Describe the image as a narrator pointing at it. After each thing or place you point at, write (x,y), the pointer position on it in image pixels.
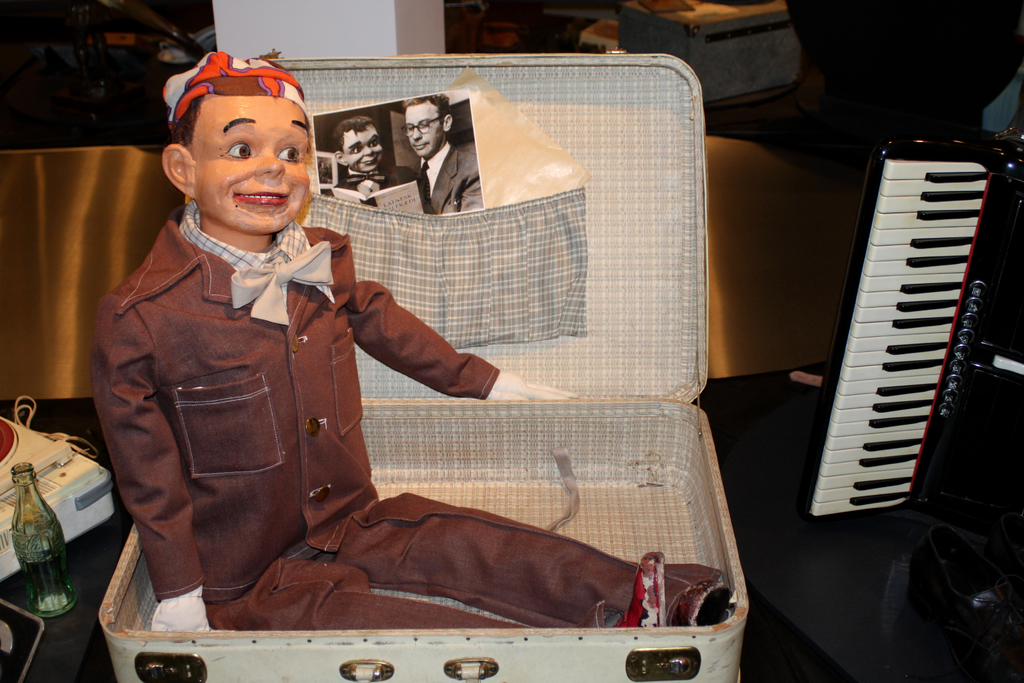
He is sitting in the suitcase (376,252). He's wearing coat (341,336) and tie (303,254). He's smiling. We can see in the background (47,521) there is a cool drink bottle (31,508), pillar (395,23), bags (654,30) and musical keyboard (890,305).
